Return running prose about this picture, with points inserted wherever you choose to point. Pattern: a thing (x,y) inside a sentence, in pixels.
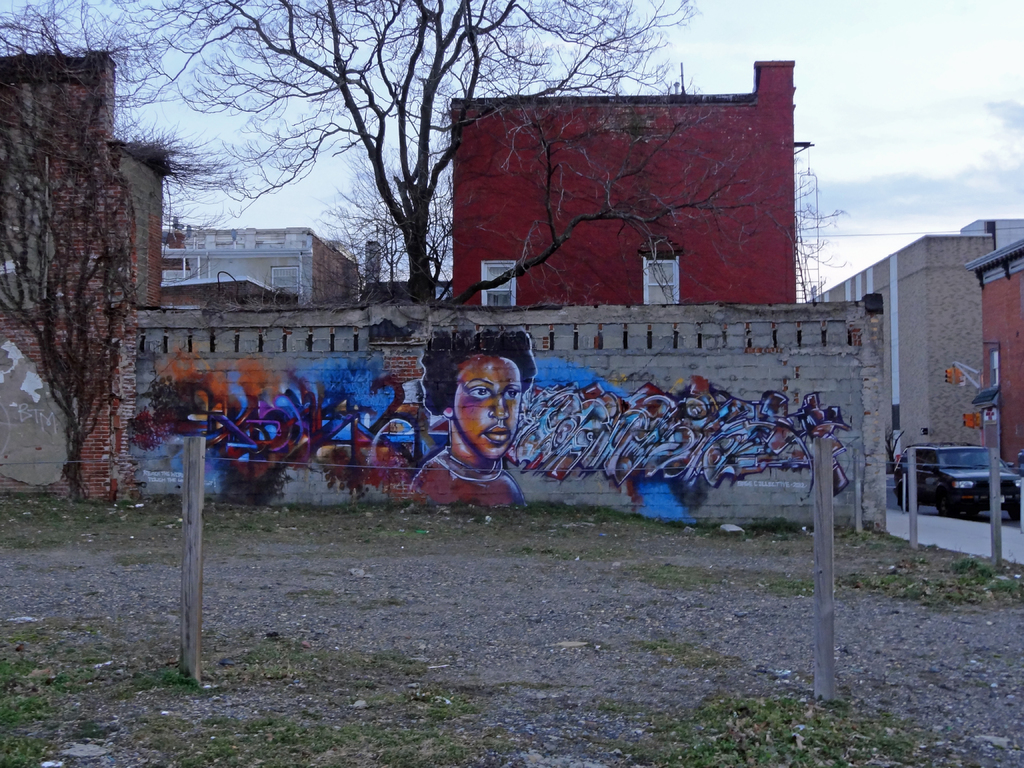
In this picture we can see the grass (783,738), poles (187,625), painting (436,388) on the wall (708,389), car (1004,493) on the road (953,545), buildings (631,265), trees (64,262) and in the background (860,127) we can see the sky (857,108).
